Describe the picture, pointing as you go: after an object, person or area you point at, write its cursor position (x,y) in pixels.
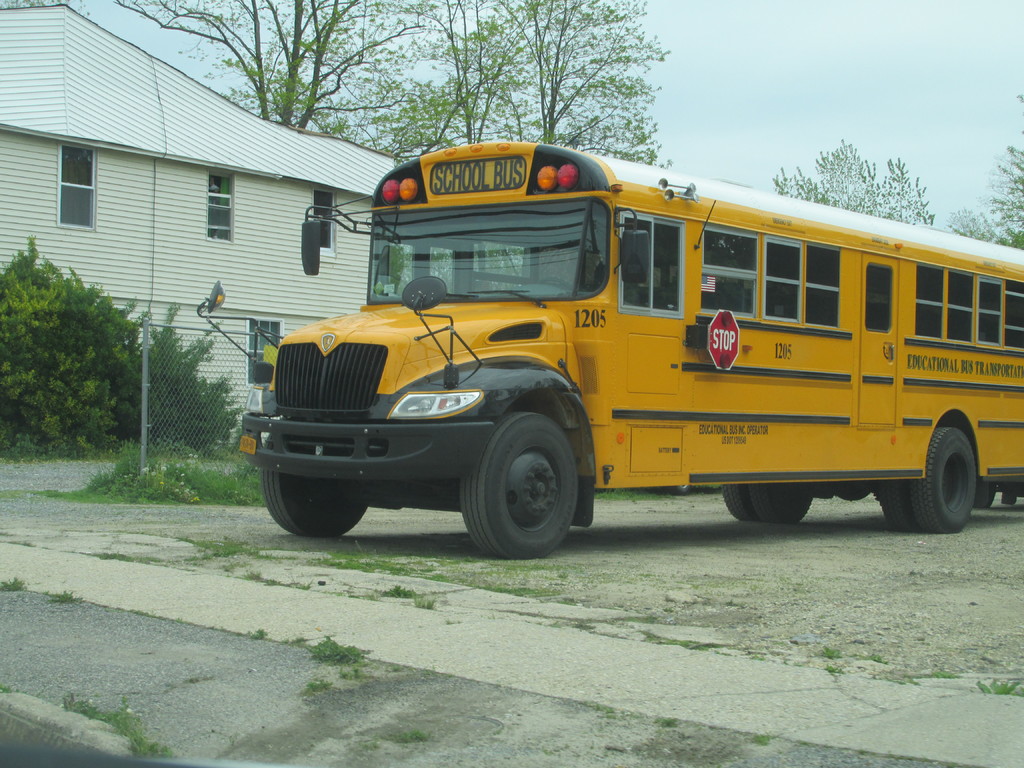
In the foreground of this image (530,350), there is a bus (723,444) on the ground (623,653). Behind it, there is fencing (224,405), grass (197,484), plants (103,337), trees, building (265,206) and the sky (801,88).
